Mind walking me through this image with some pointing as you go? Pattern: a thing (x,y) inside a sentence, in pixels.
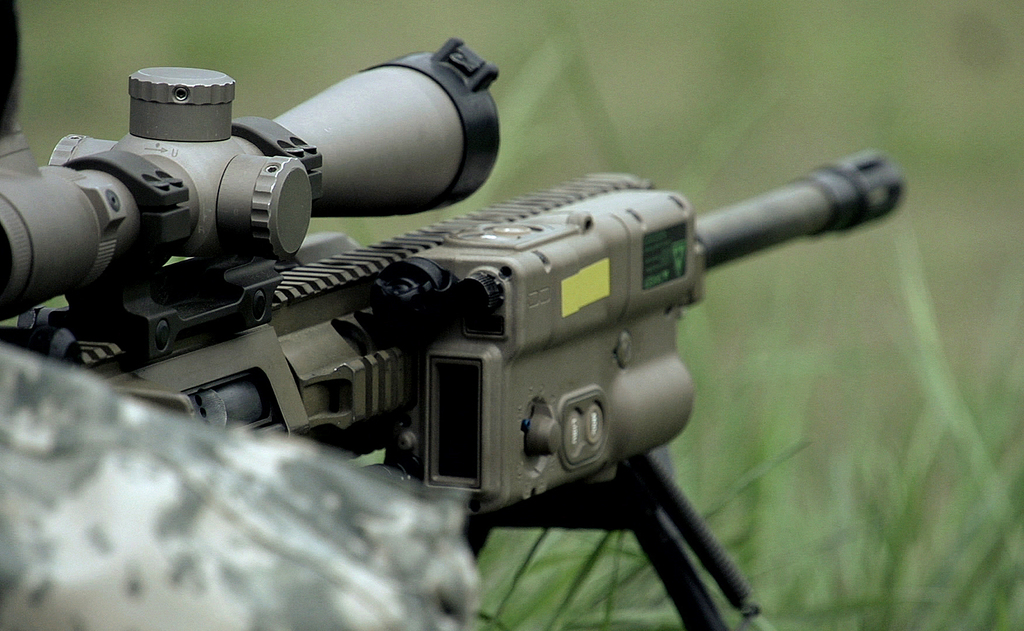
In this image we can see a gun (291,235) on a stand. In the background (667,144) the image is blur. At the bottom (732,510) we can see the grass (707,514). On the left side (44,510) we can see person's shoulder (49,440).
